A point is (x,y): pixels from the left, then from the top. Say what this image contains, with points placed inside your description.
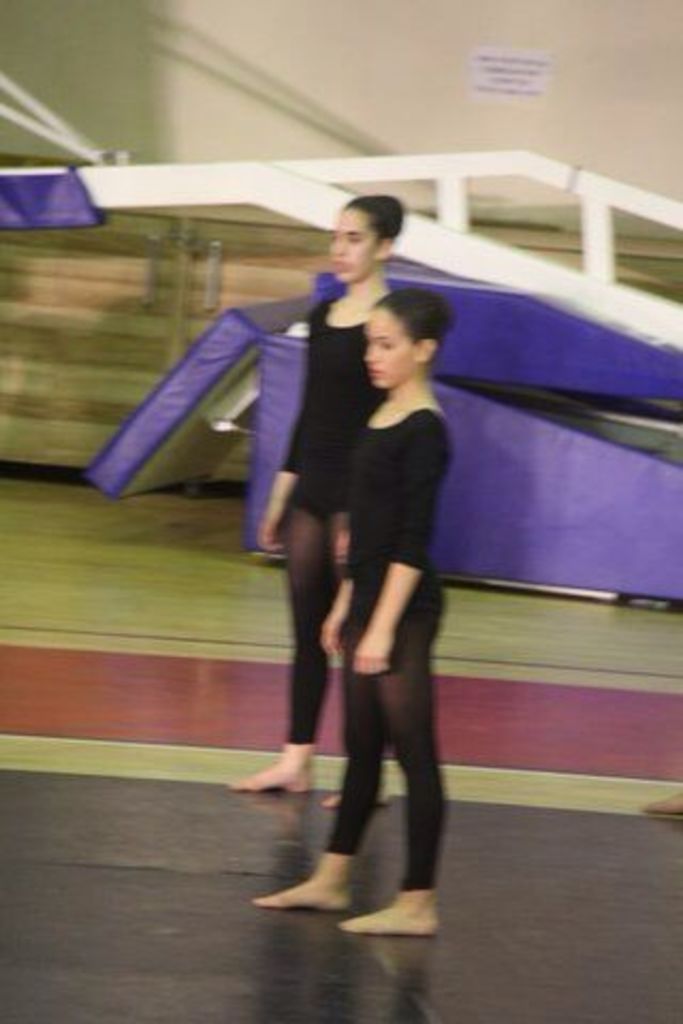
In this image I can see in the middle (325,570) two girls (415,482) are standing, they are wearing black color t-shirts (410,471), trousers (402,681). In the background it looks like there are iron frames (138,198) and there is a paper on the wall (500,191).
